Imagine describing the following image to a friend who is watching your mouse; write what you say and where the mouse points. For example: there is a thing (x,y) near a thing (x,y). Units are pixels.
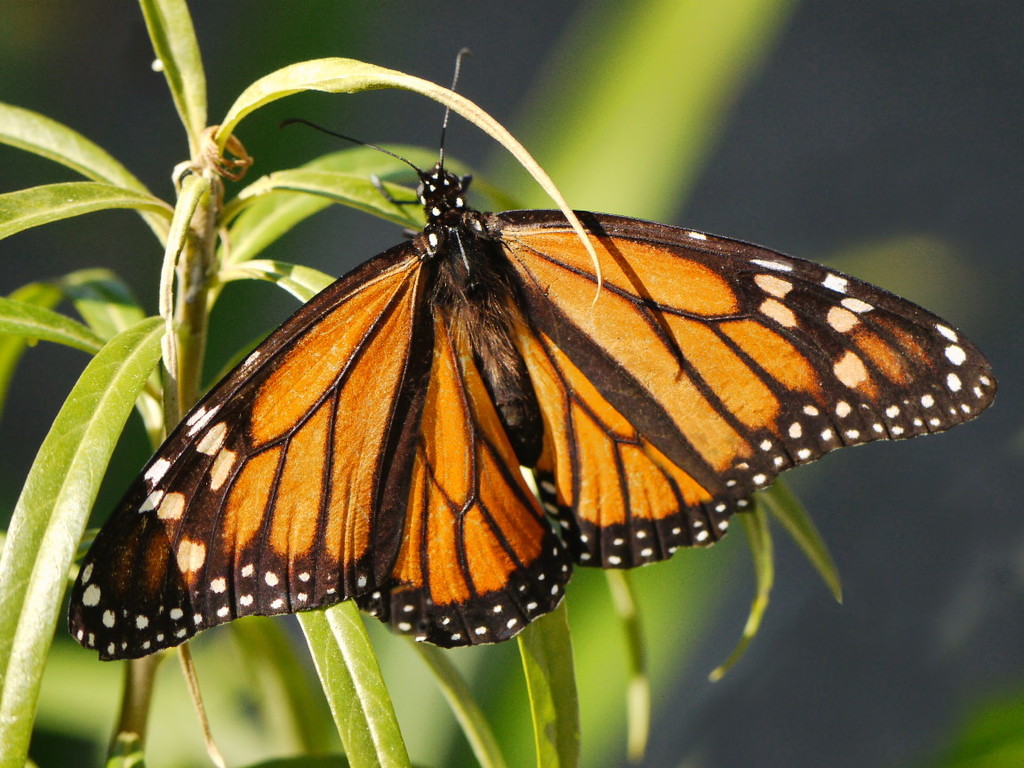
In this picture I can see a butterfly (537,377) on the leaves (9,598).
